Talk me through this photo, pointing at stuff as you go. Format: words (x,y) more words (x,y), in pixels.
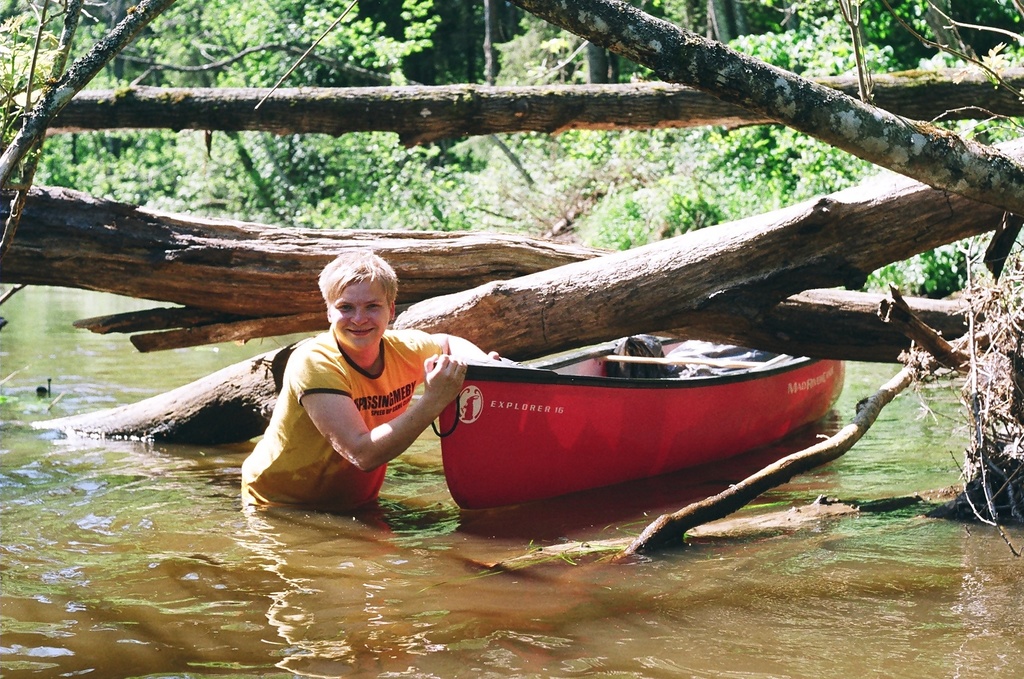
In the background (838,24) we can see the trees (330,20) and plants (665,166). In this picture we can see a boat (714,428), water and branches (885,316). We can see a person (361,432) wearing a t-shirt (389,389) holding a boat (466,388) and he is smiling.
